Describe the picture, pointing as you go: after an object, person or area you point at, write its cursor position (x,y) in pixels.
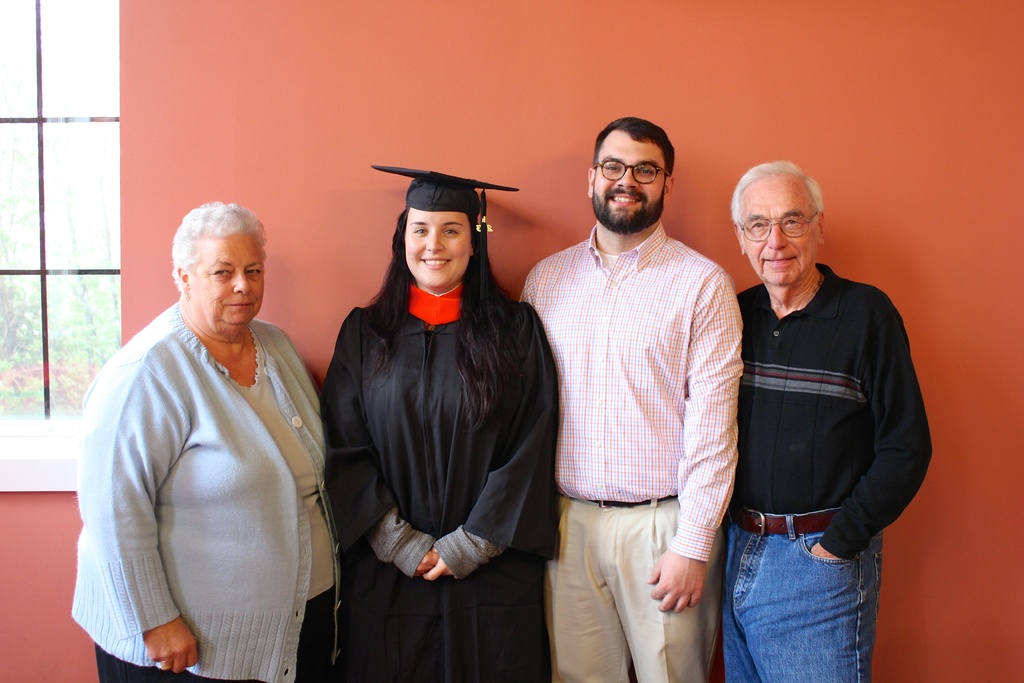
In the center of the image (476,259) we can see four people (714,353) are standing and smiling and a lady (441,241) is wearing a graduation coat (414,414), hat (484,277). In the background of the image (330,8) we can see the wall (993,375). On the left side of the image (75,3) we can see a window (99,212). Through the window (63,368) we can see the trees (13,331).
